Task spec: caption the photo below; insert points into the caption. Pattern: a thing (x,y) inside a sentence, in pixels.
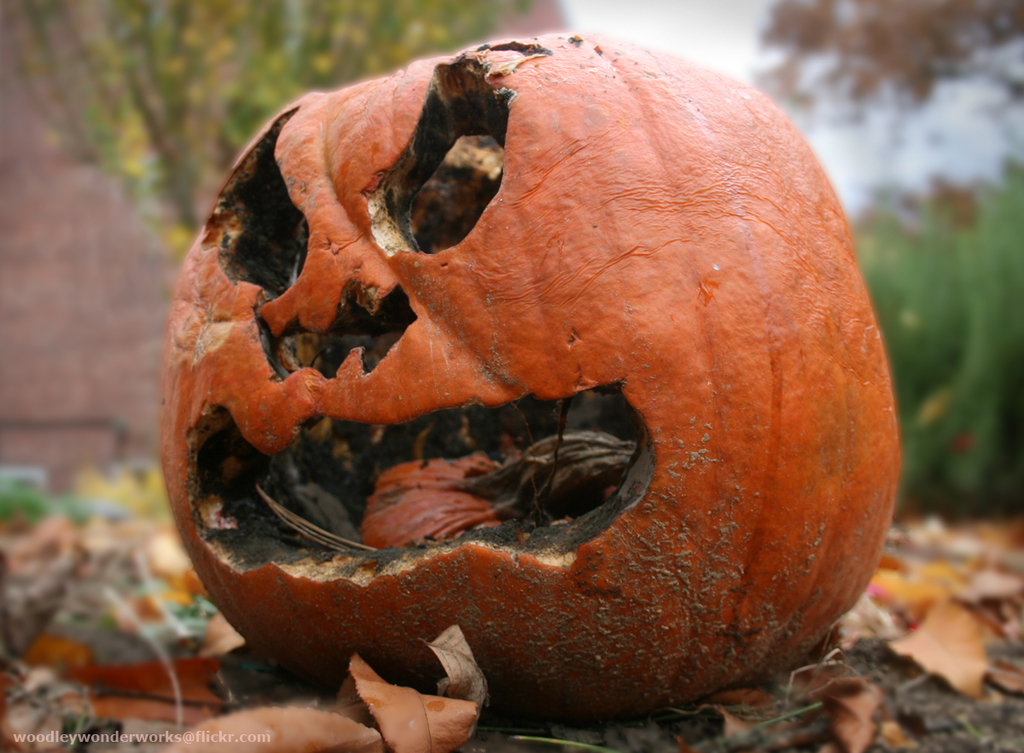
In the center of the image (443,262) there is a pumpkin (229,504). At the bottom of the image (297,737) there are dry leaves (949,609). In the background of the image (240,55) there are trees (430,39).
